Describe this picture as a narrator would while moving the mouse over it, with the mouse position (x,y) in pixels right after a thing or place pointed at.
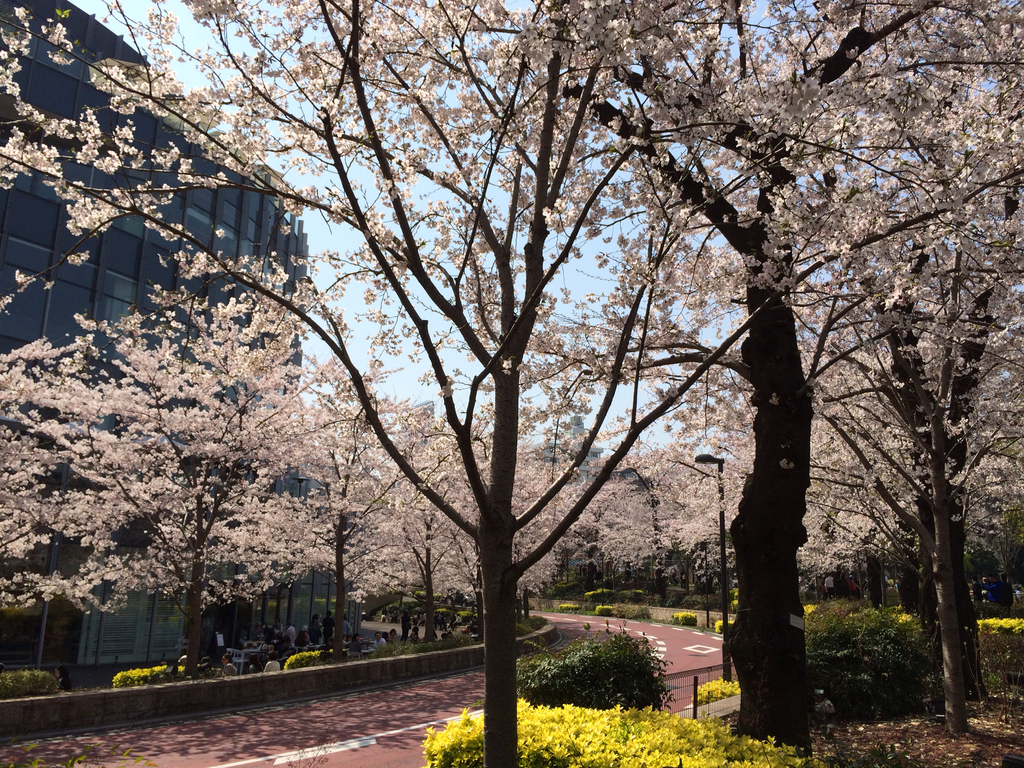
In this image there are a group of trees (922,111), and on the left side of the image (133,251) there is a building (134,177). At the bottom (866,701) there is a walkway (409,701), plants (888,701) and some grass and there are some poles (721,631) and lights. At the top of the image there is sky (488,189).
